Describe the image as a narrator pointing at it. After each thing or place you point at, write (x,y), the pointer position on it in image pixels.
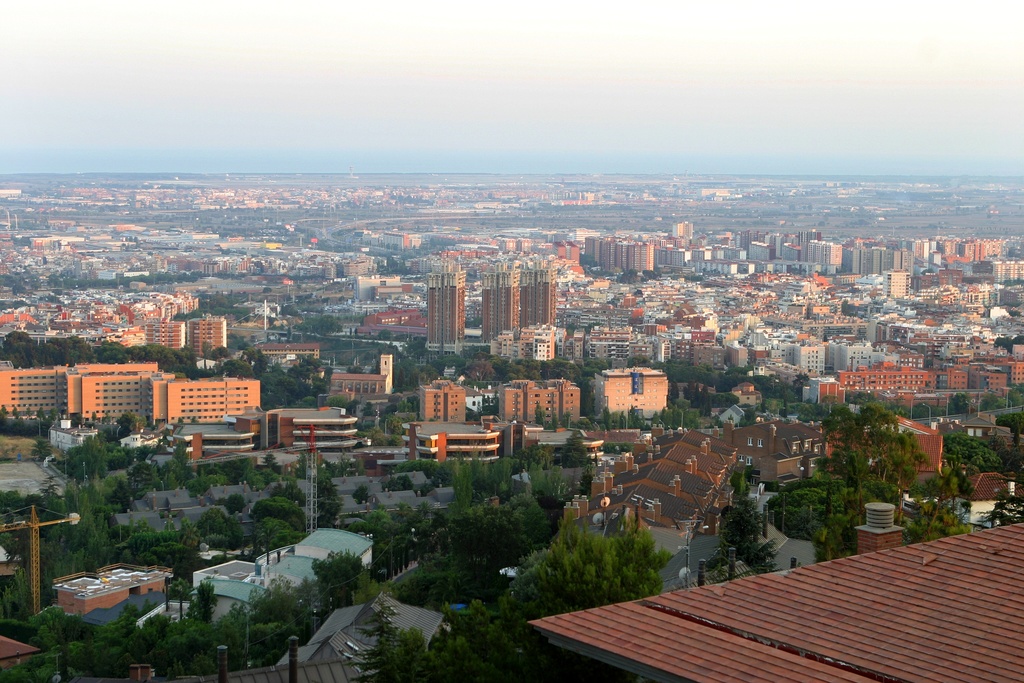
This picture is clicked outside. In the foreground (36,632) we can see the trees (419,520), buildings (870,667) and the metal rods (310,486). In the background (65,78) we can see the sky (216,78), buildings (745,248) and many other objects (264,289).
